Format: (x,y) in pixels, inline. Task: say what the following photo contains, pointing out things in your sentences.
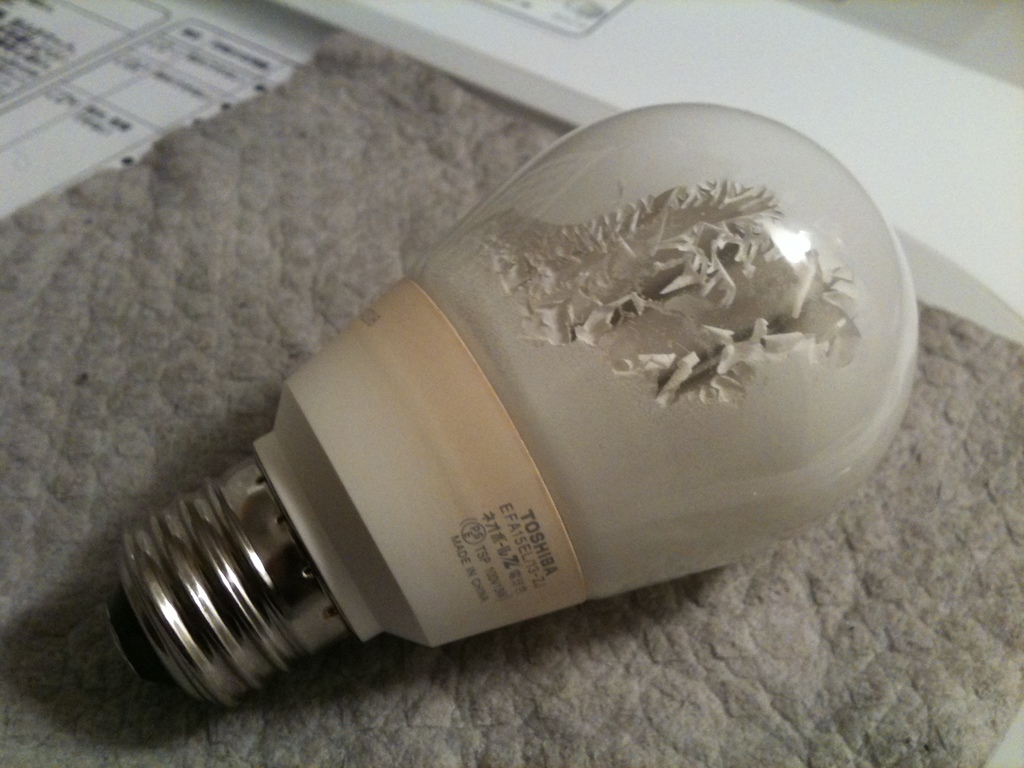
In this picture there is a bulb (539,346) on the mat (234,352). At the top (254,49) it is blurred. At the top (157,86) there is a paper (229,39) and white surface (775,76).
